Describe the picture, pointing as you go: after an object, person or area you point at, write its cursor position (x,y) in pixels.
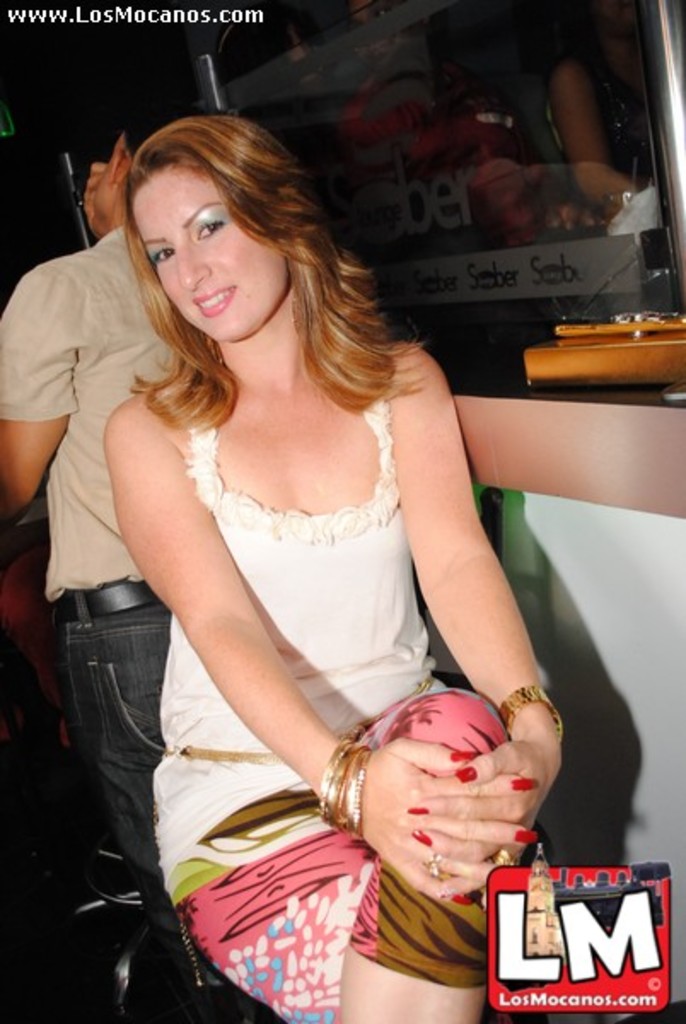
In this picture I can observe a woman (298,584) sitting on the chair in the middle of the picture (280,534). Behind her I can observe a man (74,477). In the bottom right side (562,929) I can observe a watermark (549,959).
